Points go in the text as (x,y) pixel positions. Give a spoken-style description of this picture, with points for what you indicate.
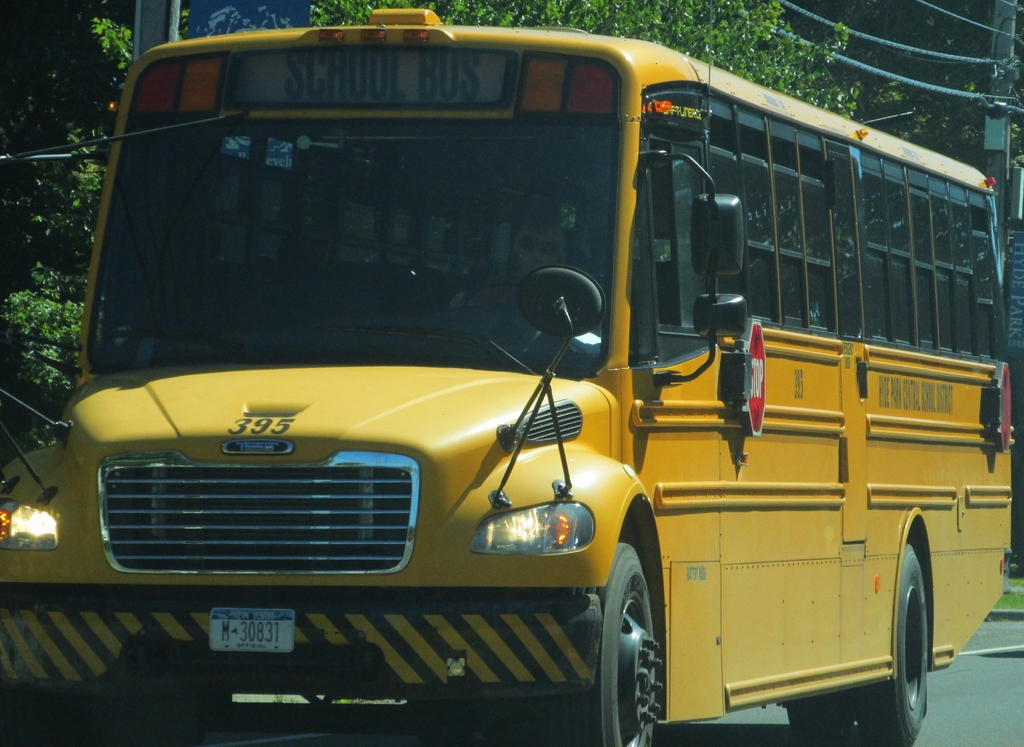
In this image, we can see a bus (744,629). In the background (85,60), we can see a tree (737,17). There is an electric pole (994,131) in the top right of the image (993,131).
